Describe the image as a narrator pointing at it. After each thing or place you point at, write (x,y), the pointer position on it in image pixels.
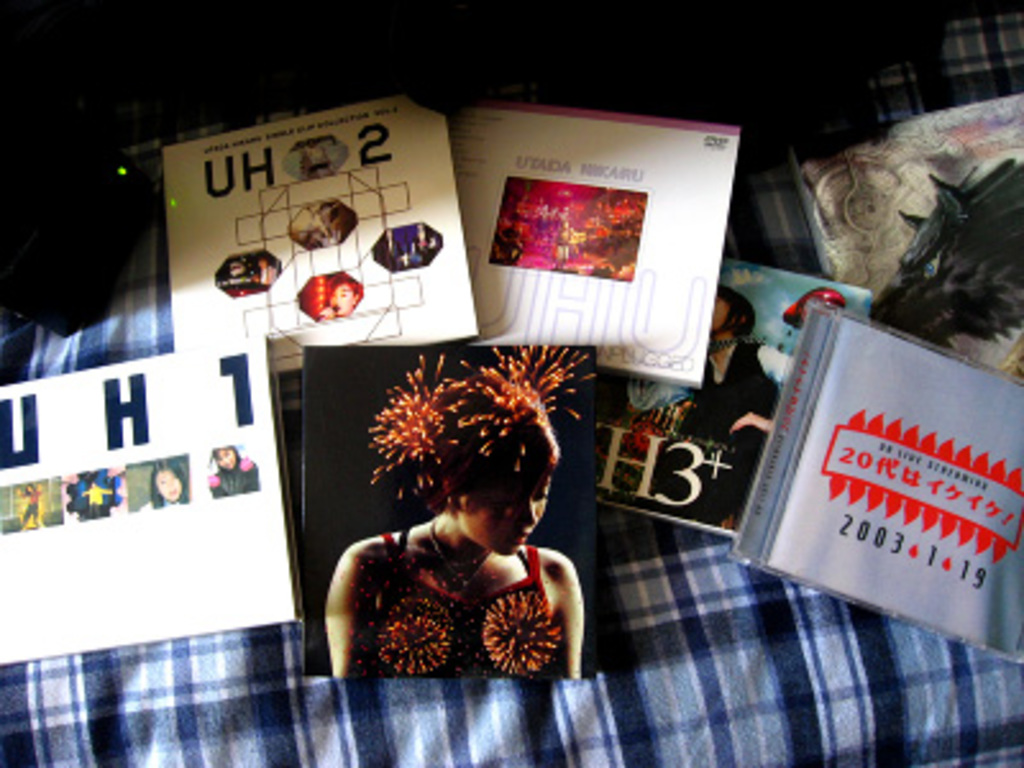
In this picture there are DVD and CD cases (447,335) with some text (609,463) and images (969,254) on the surface (626,567) which is blue in colour. On the left side (84,227) there is an object (77,242) which is black in colour.
